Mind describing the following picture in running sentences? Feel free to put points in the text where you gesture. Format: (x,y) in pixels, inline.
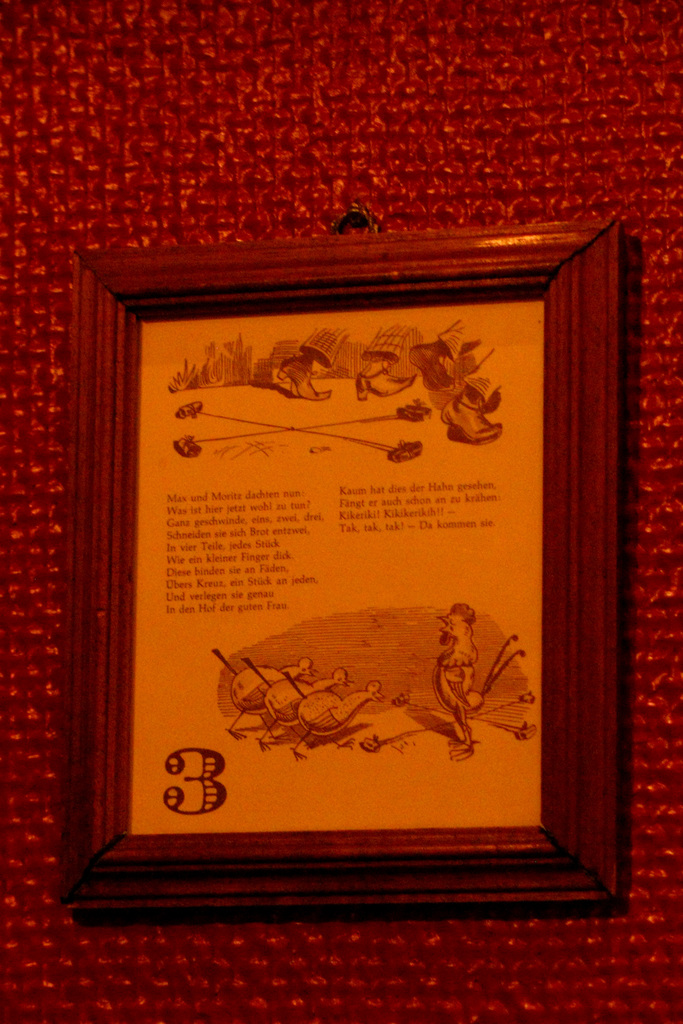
In this picture we can see a photo frame (382,895) of a paper (350,689) with some text (335,523) and pictures (325,375) on it. The background (520,130) is red.
